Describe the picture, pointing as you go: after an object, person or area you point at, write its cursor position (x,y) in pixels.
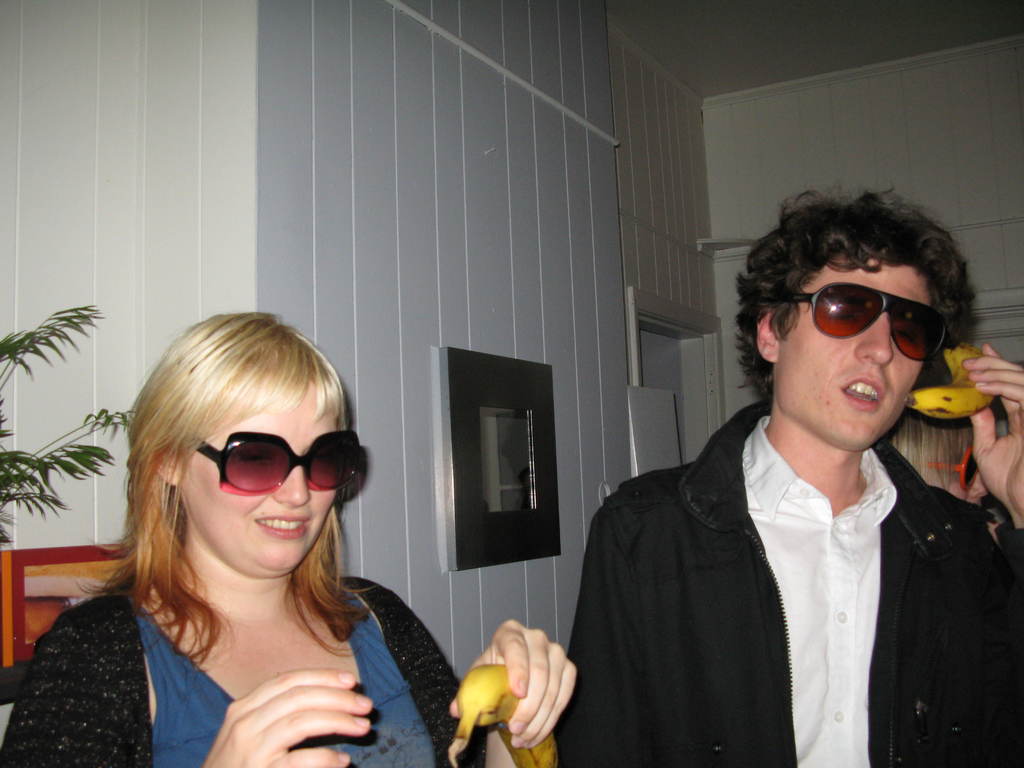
In the foreground of this image (712,620), there is a man (630,620) and a woman (401,648) holding a banana (943,403). In the background (534,142), there is a white wall (426,178), a plant (5,338) on the left (9,469) and it seems like a mirror (463,431) in the middle (463,421).
